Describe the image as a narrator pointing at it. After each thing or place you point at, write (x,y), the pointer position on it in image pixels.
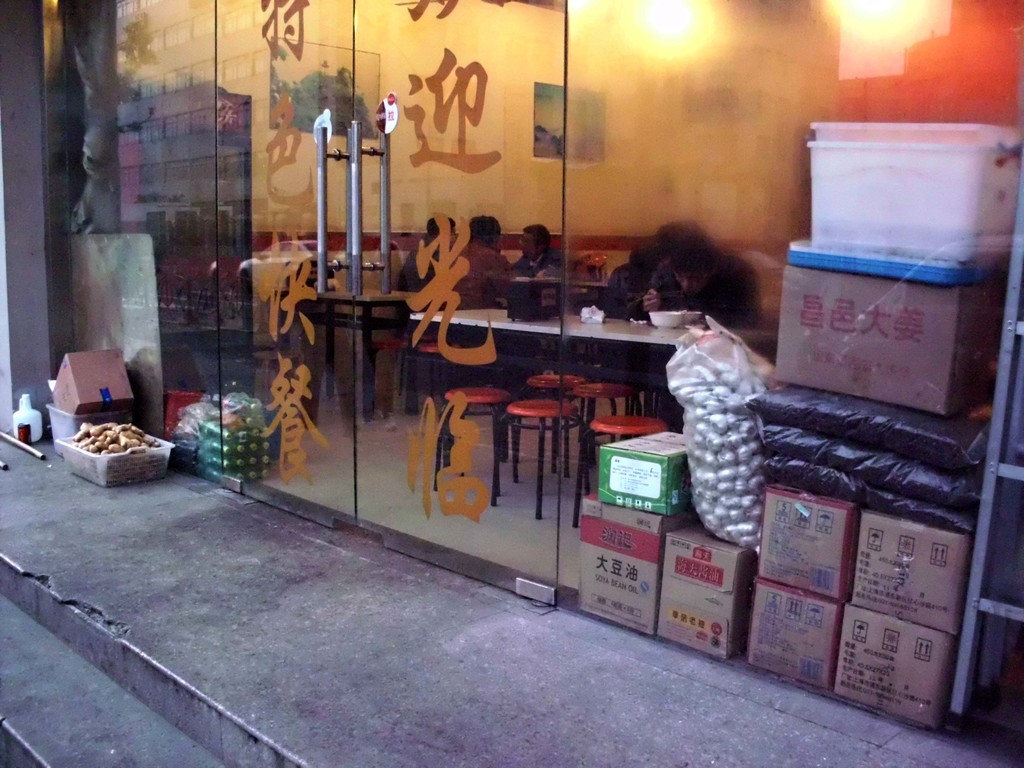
In this image i can see few cardboard boxes (823,595), few bags (823,467) and a bag (699,429) of garlic (720,379). In the background (522,238) i can see few people (521,257) sitting on chairs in front of a table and a wall (502,68).
